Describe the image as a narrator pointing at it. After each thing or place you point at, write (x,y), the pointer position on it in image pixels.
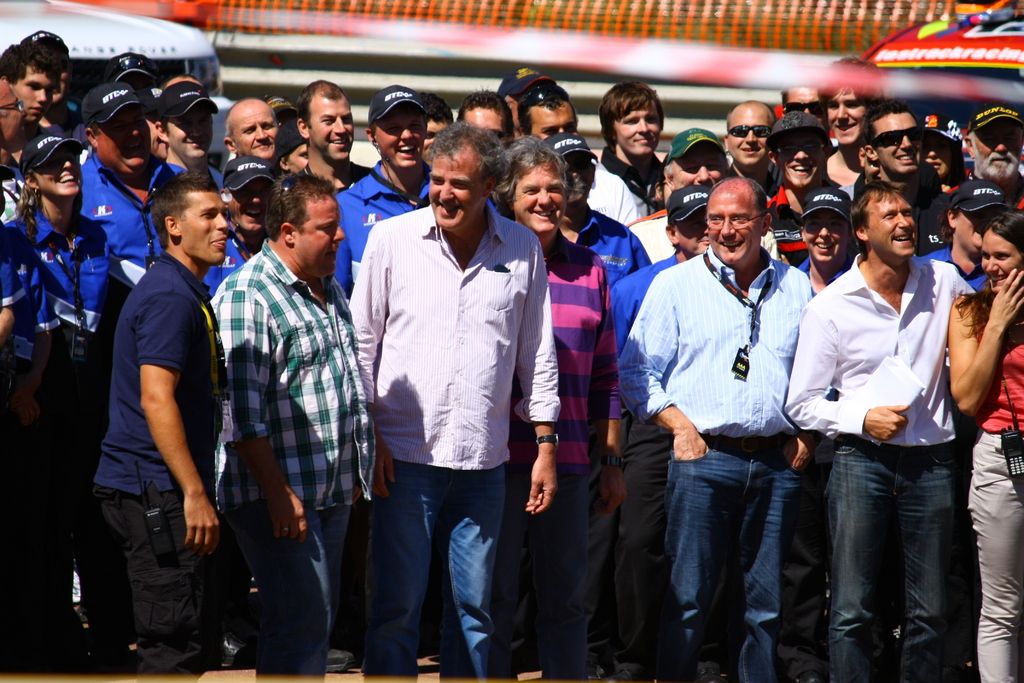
In this image there are so many people (658,428) standing with a smile on their face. In the background (675,18) there is a net fence (259,15) and a few other objects (649,45).
